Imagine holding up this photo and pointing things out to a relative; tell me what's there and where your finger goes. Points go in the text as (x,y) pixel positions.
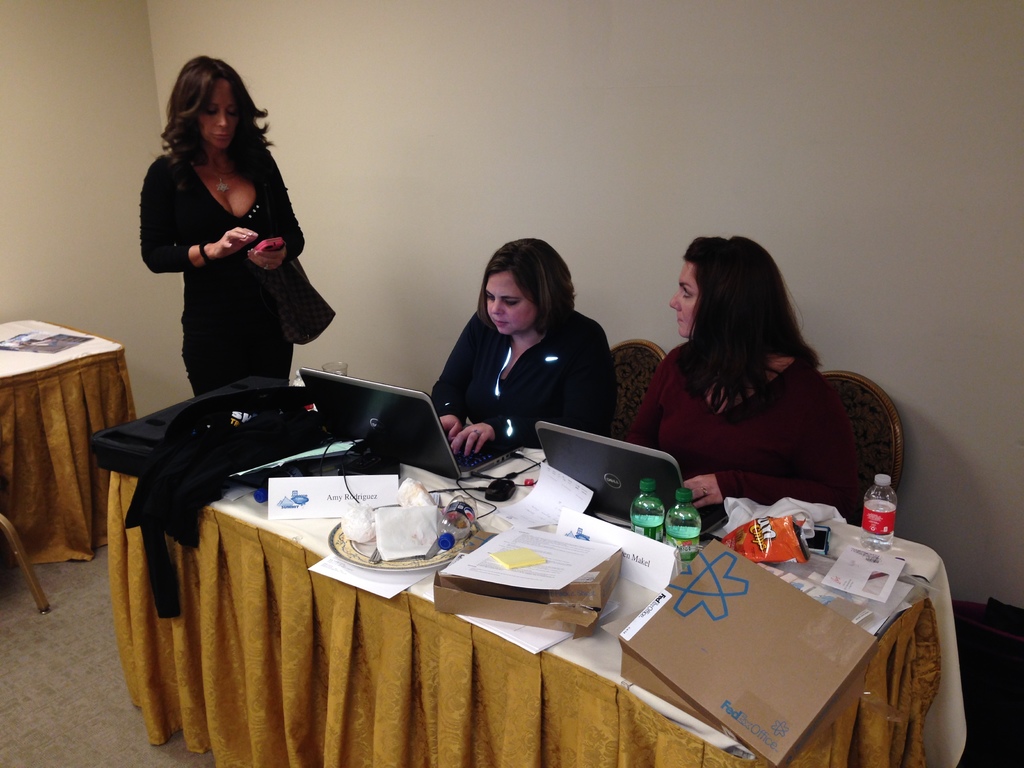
A woman (241,255) is standing on the left (268,297). Next to her there are 2 women (696,359) sitting on the chair (865,441), in front of them there is a table (519,479) on which 2 laptops (439,442), water bottles (689,518), boxes (550,608), papers (569,568) and food items (757,544) are there.
